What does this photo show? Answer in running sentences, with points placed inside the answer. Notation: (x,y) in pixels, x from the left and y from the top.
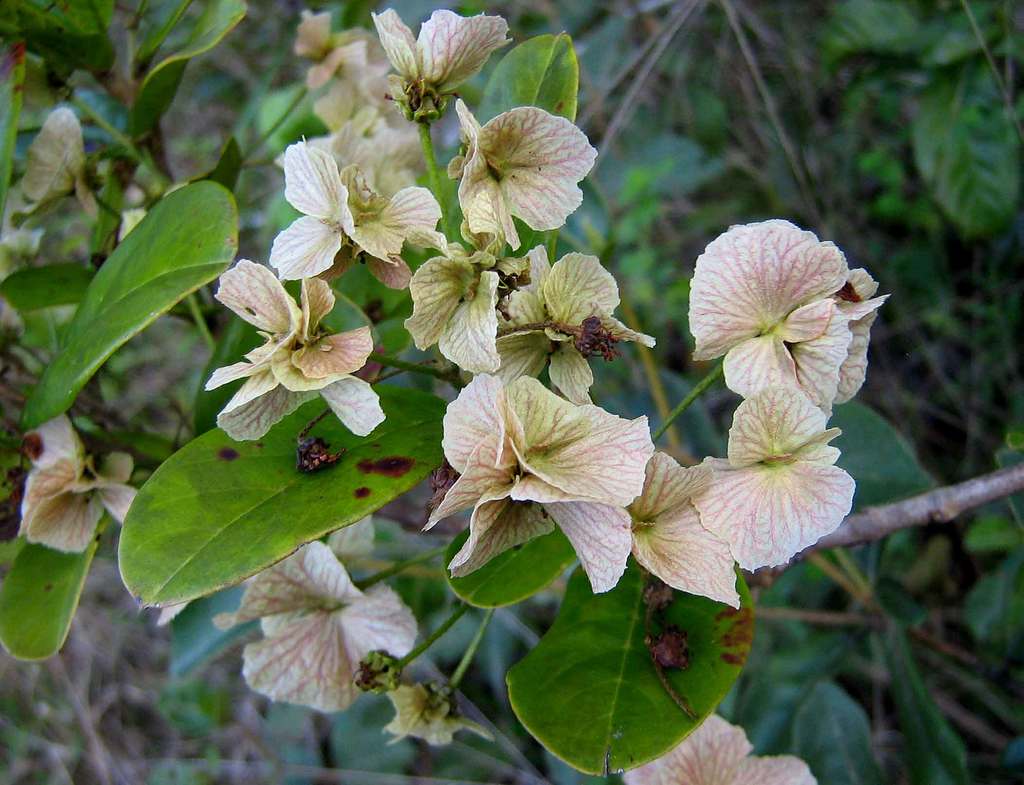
In this image we can see flowers (709,537), leaves (328,433) and stem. In the background of the image (656,254) there are plants (92,235).
